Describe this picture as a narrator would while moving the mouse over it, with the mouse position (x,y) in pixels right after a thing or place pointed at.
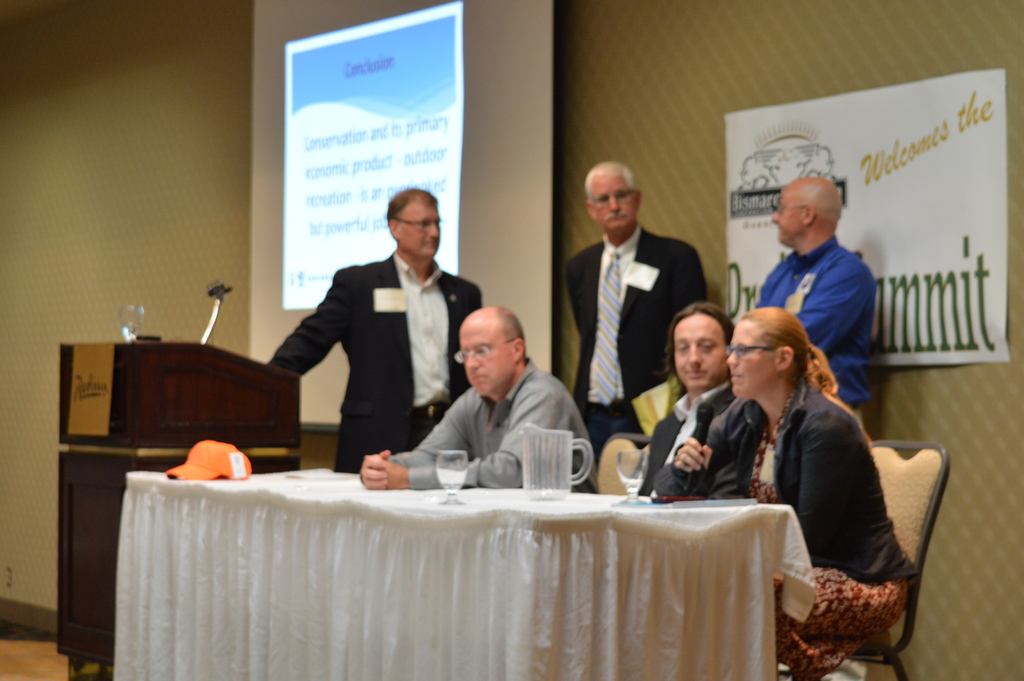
In this picture here we see 6 persons (661,362) present, of them 3 (494,382) are sitting and other 3 (403,295) are standing. The right most person (751,419) who is sitting is holding a microphone (702,417) and is talking about something. In front of the persons (469,452) sitting we have table (358,508) on which we see glass (460,460), jar (565,465) present. We also have cap (202,454) on the table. In the background (264,199), we see a screen (489,89) on which some data (375,166) is present. It looks like stage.
